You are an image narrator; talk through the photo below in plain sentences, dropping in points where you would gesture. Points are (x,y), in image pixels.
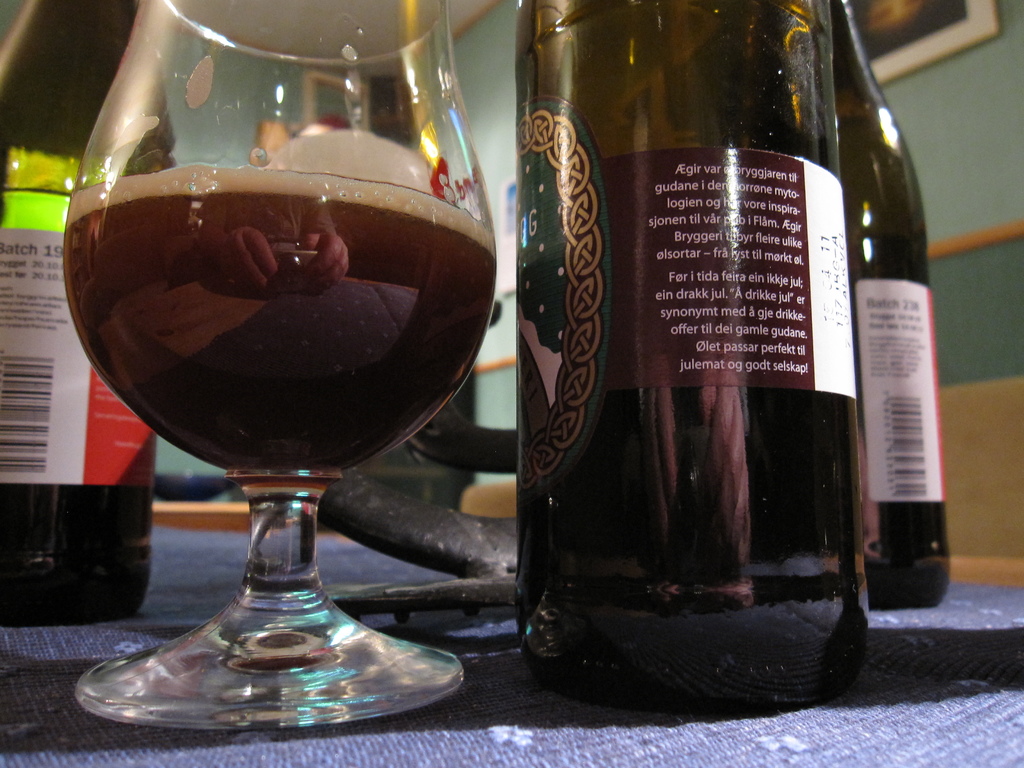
in this image it could be three bottles (683,245) are there and one wine cup (456,308) is there and the wine cup (367,221) some half of the drink (151,293) is there inside the cup (219,138) and behind the bottles (861,259) some photo (927,35) is there on wall (967,85).
